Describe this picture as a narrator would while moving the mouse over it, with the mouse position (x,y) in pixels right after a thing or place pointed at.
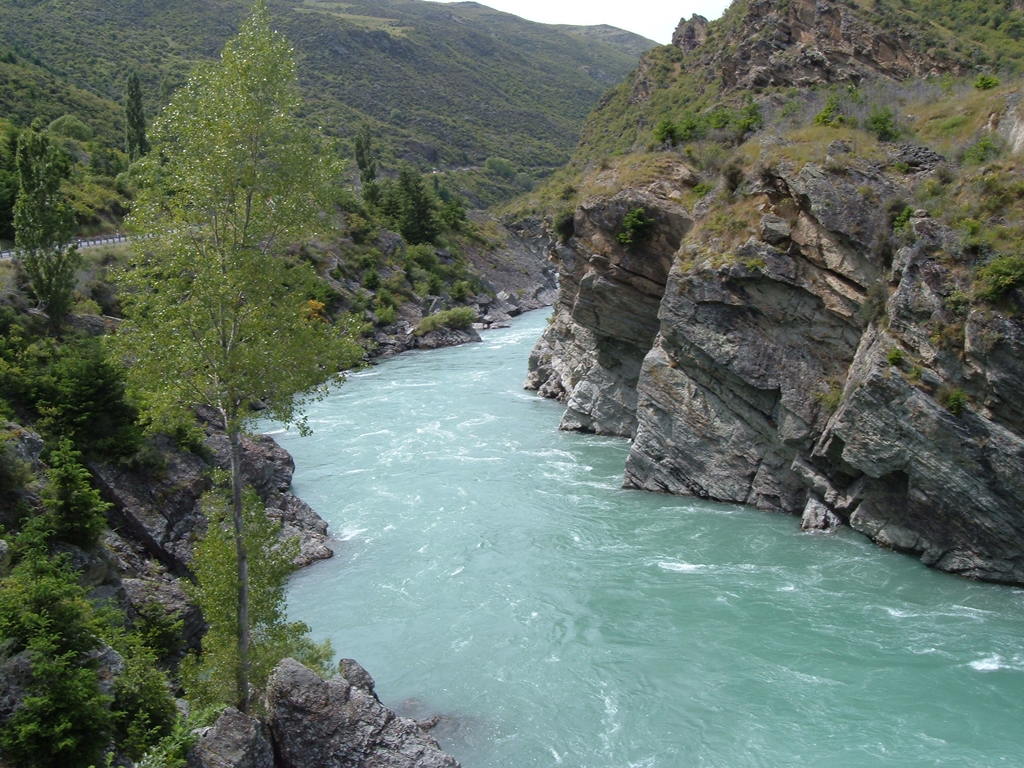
In this image I can see few trees (228,131), mountains (437,45), rocks (114,504) and the water (594,557).
